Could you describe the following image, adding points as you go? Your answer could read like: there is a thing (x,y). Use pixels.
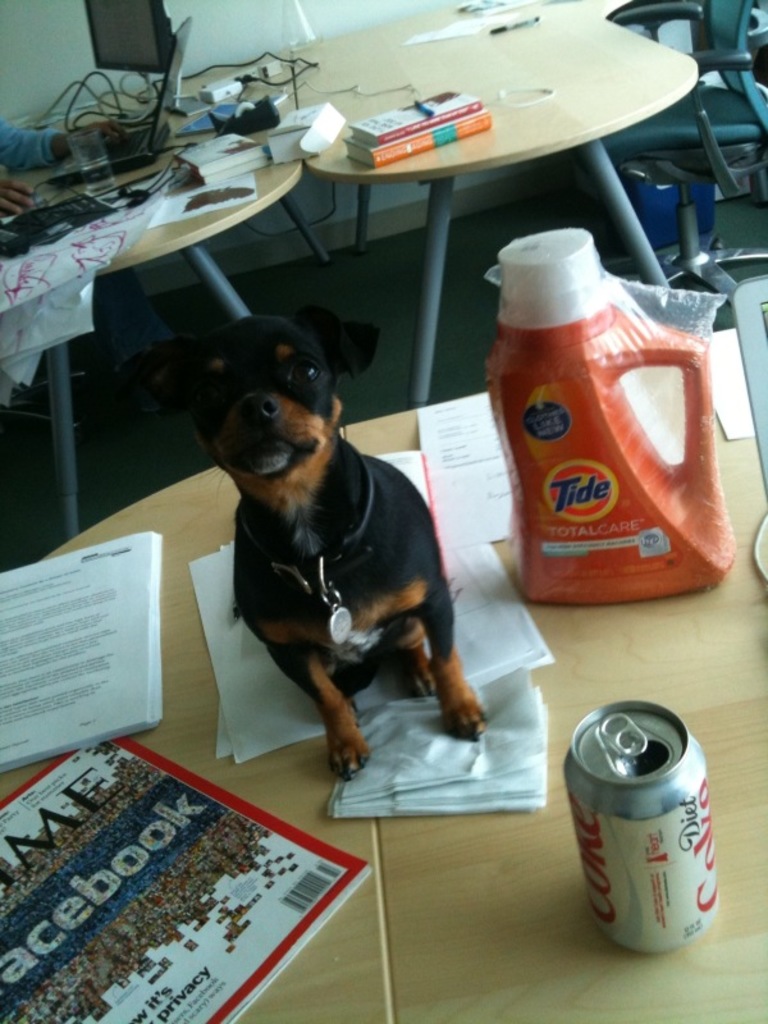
On the background (311,186) there is a wall (287,5). This is a chair (729,92). This is a floor (406,305). Here we can see a dog (313,692), tin (606,823), magazine (243,872), book (176,173), papers (495,599), bottle (585,497), laptop (162,122), pen (502,32), paper (432,35), computer (162,71), glass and partial part of human hands (24,188) on the table (349,844).
